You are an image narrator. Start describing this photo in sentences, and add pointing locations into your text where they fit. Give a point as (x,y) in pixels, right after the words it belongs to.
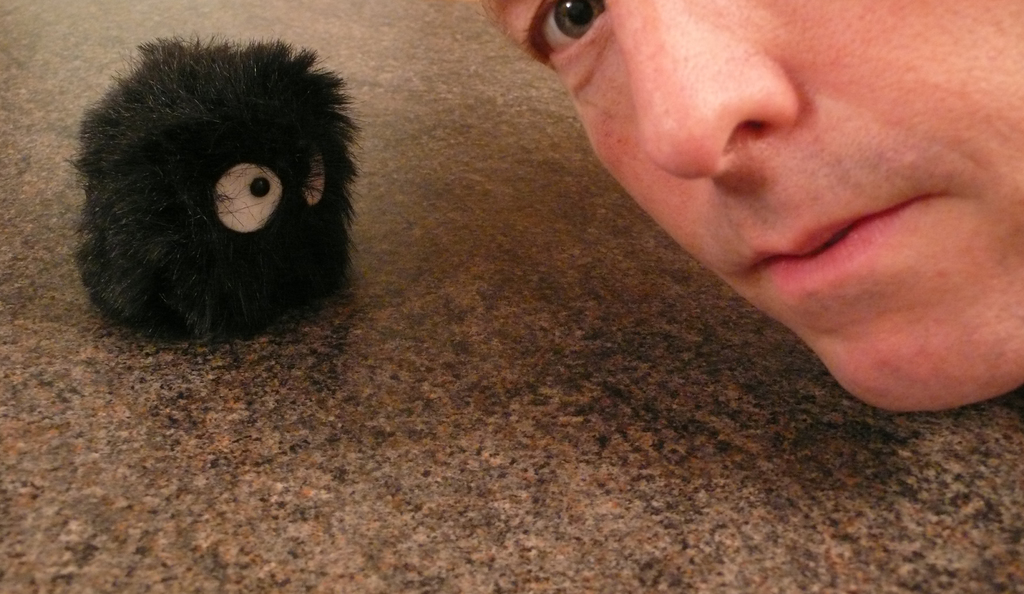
On the left side (225,150), we see a black color toy (159,186). On the right side (695,97), we see the face (858,84) of the man (884,222). We can only see the eye (585,38), nose (655,75) and the mouth (813,245) of the man (844,242). At the bottom of the picture (543,400), we see the floor (393,521).
